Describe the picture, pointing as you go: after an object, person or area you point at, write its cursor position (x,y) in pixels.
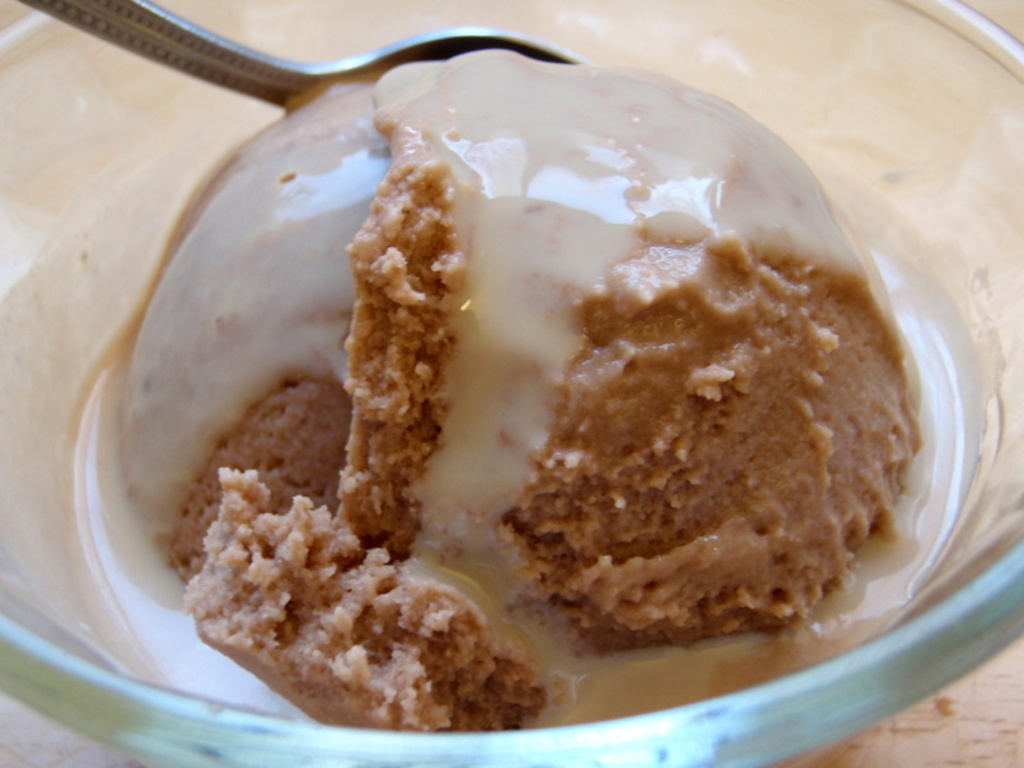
We can see food (386,238) and spoon (233,71) with bowl (183,694).
